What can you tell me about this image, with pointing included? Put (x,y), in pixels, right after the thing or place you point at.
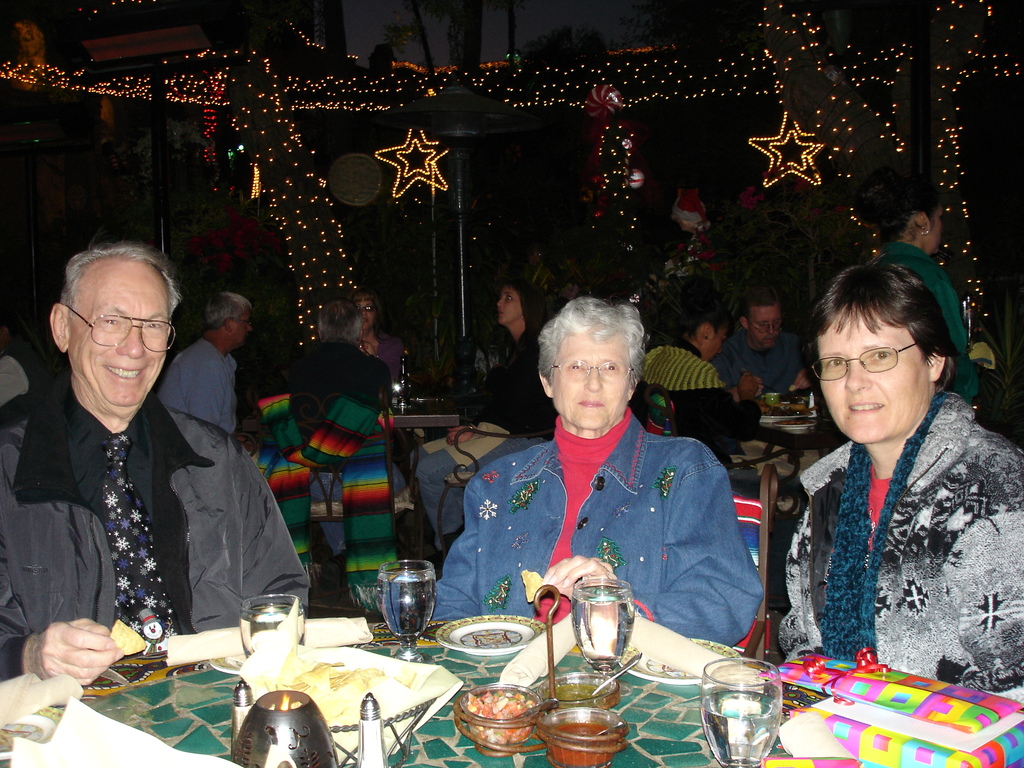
In this image I see a man (62,338) and 2 women (722,591) who are sitting on chairs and I see that these 2 of them are smiling and there is a table (438,721) in front of them on which there are glasses (260,614) and 3 glass bowls (501,742) in which there is food (505,742) and I see a plate (467,628) over here and I see a bowl (471,712) over here and I see many other things (922,719). In the background (939,56) I see few more people (959,380) and I see the decoration (488,68).
